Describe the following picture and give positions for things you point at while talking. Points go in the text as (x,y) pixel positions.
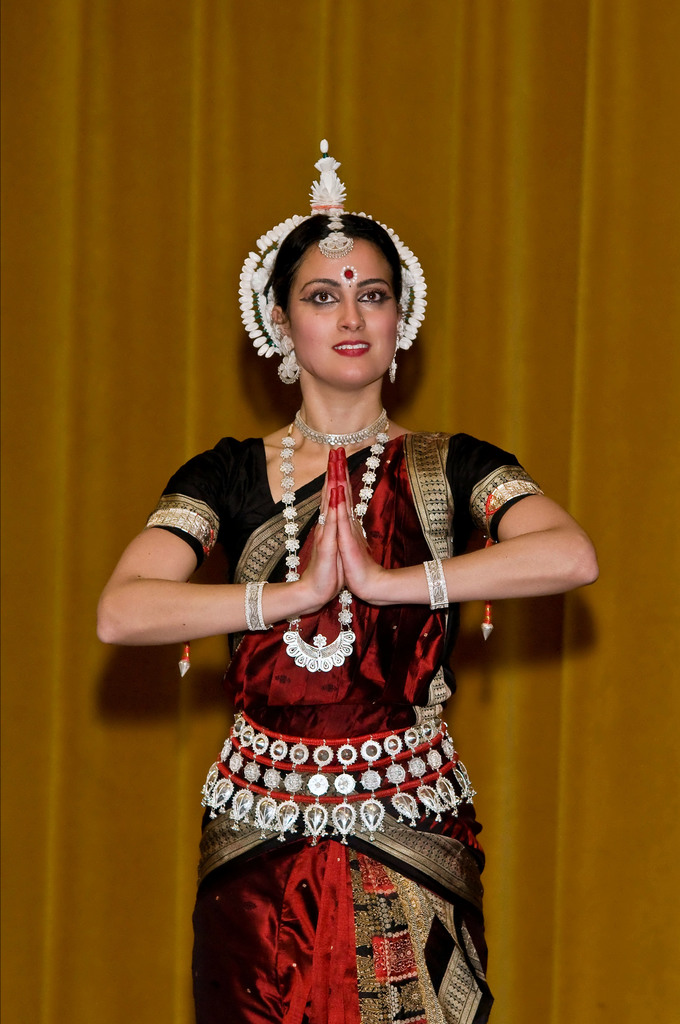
In this image there is a woman (256,687) standing. She is wearing ornaments (344,244). Behind her there is a curtain (75,287).
